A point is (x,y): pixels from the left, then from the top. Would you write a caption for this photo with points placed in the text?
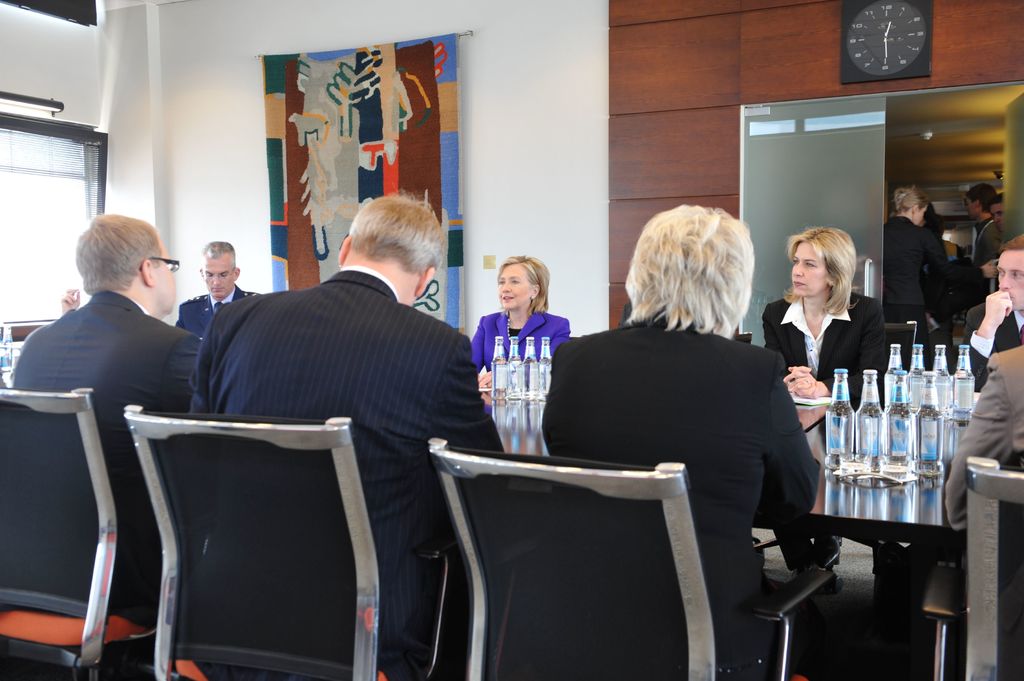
There are many persons (435,348) sitting on the chairs (691,546). In front of them there is a table (511,407). On the table (879,507) there are many bottles (516,374). In the background (213,54) there is a wall (203,80). On the wall (479,16) there is a banner (436,101), clock (853,79), door (861,163). And there are many people (921,240) standing in the background (933,241). Also on the left side (65,171) there is a window (71,230).
